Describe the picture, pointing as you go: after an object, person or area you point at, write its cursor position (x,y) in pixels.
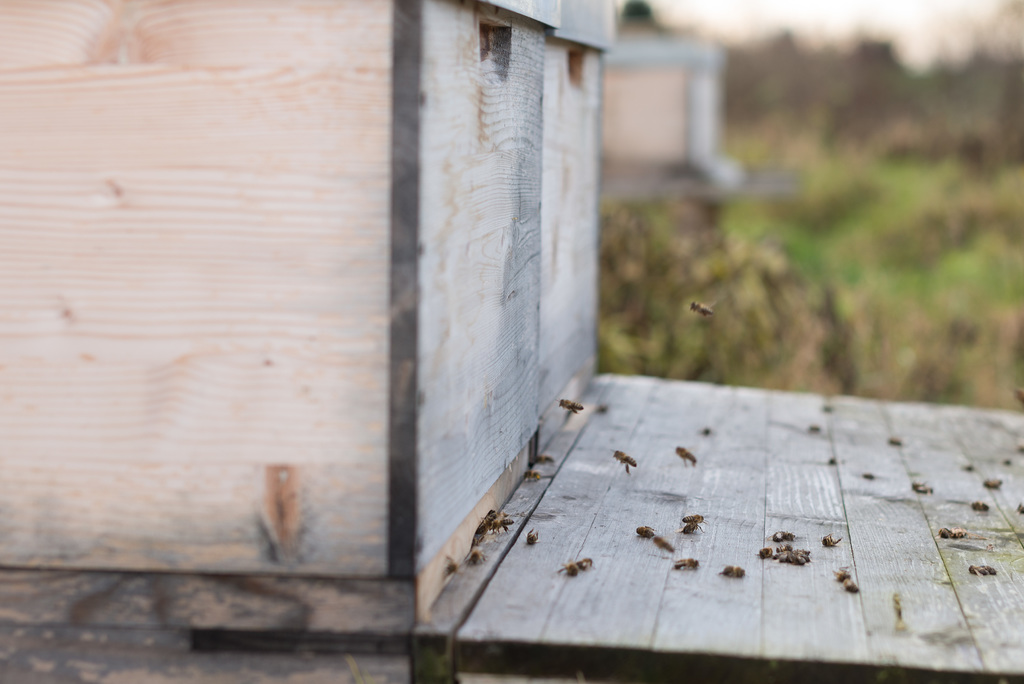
This picture shows few honey bees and we see few wooden boxes (562,91).
